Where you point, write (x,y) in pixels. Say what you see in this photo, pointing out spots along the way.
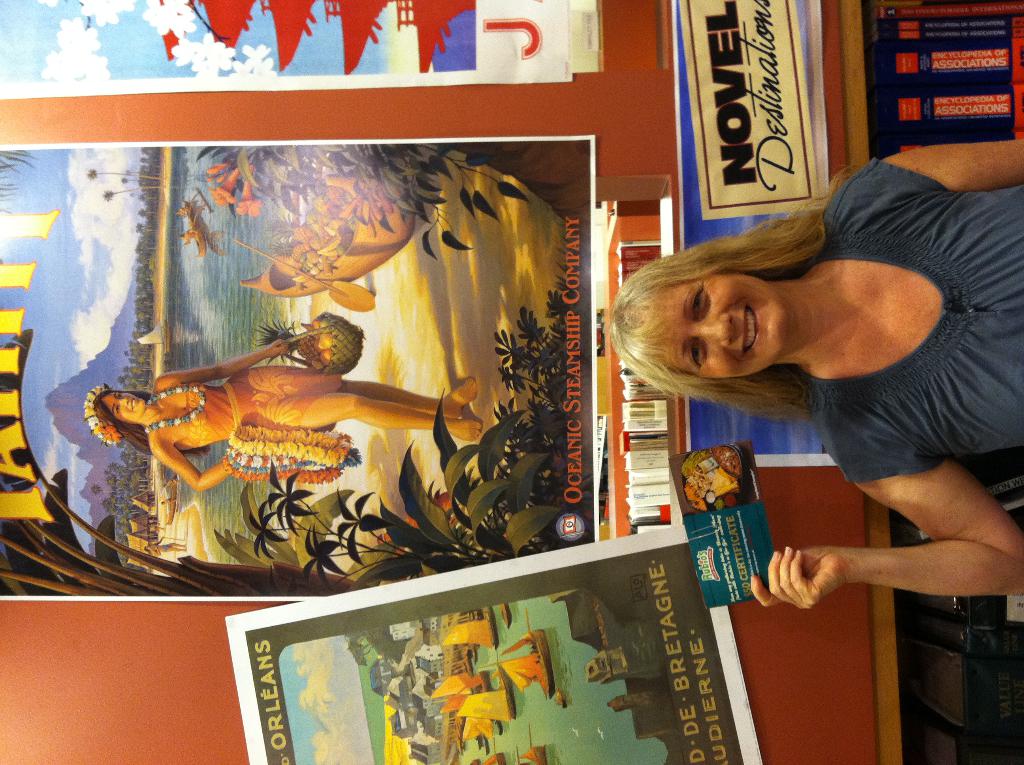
In this image we can see a woman (682,355) standing holding a paper (705,524). On the backside (298,614) we can see some pictures (299,628) with text (656,574) which are pasted on a wall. On the right side (975,69) we can see some books (965,102) placed aside.
